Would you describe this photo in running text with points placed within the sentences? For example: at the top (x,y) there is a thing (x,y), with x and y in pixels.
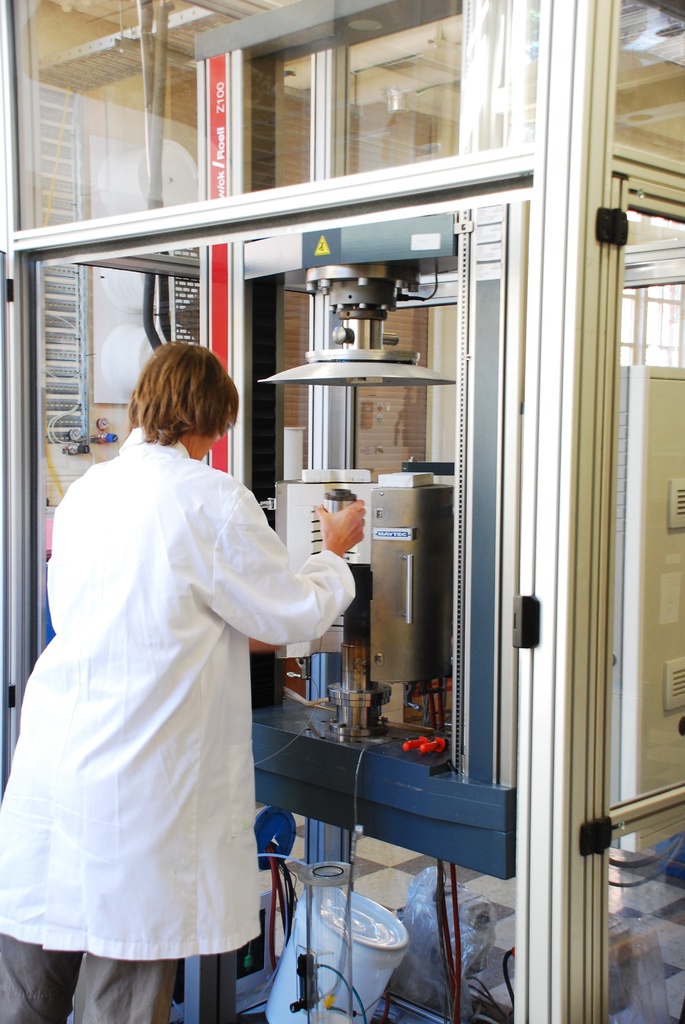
In this picture we can see a person (85,798) wearing a white coat (131,487) and holding an equipment (344,658) in a hand (344,509). We can see a glass object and a few objects (253,984) on the ground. This is an inside view of a laboratory (323,32).
